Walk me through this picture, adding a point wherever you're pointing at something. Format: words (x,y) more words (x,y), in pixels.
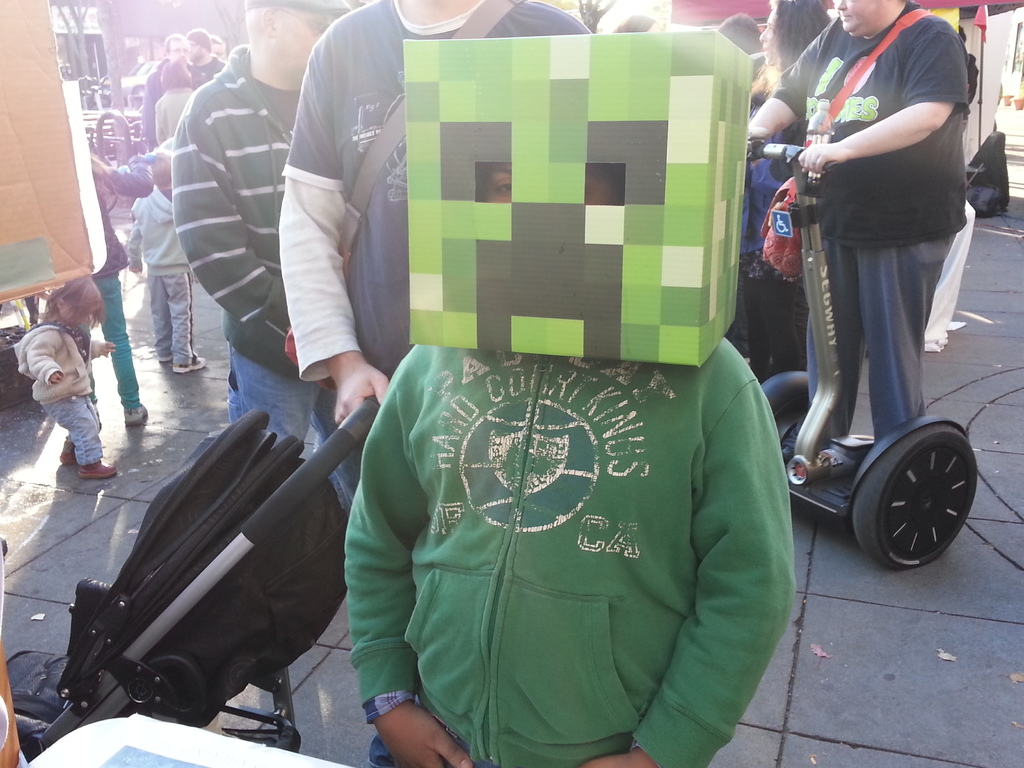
In the center of the image (509,302) there is a person (641,627) wearing a mask (703,132). In the background of the image (527,24) there are people (381,101). At the bottom of the image (859,701) there is floor (863,684).
